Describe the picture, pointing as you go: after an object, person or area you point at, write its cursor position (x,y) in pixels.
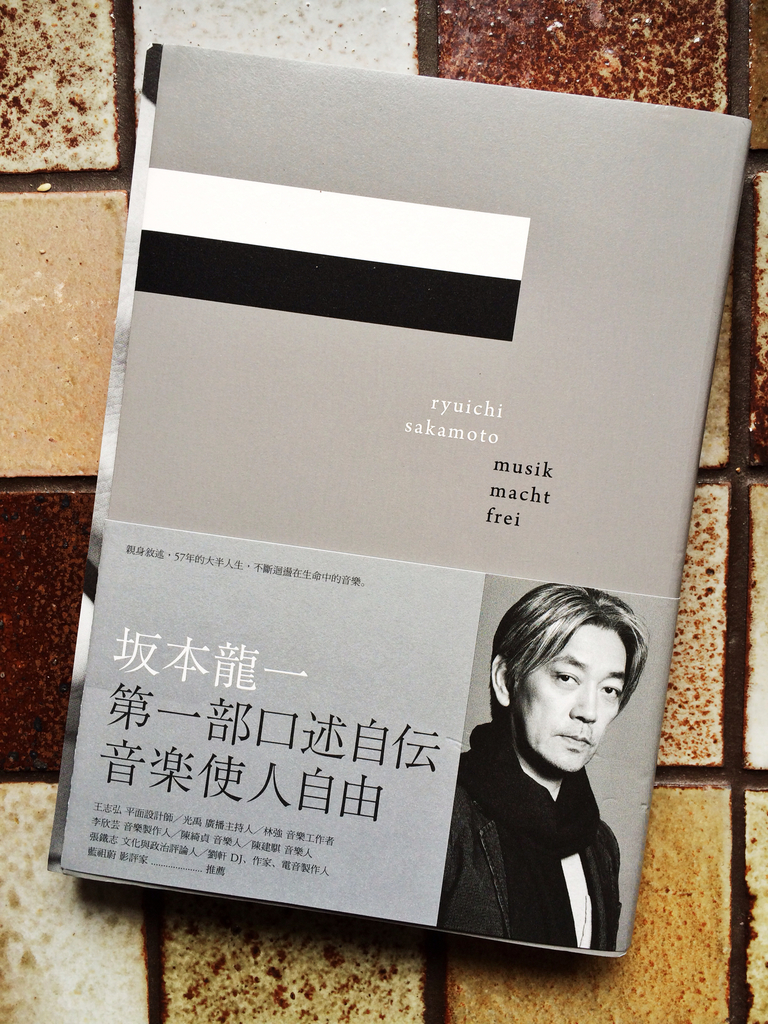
In this image, we can see a book (630,109) on the floor (32,327).
